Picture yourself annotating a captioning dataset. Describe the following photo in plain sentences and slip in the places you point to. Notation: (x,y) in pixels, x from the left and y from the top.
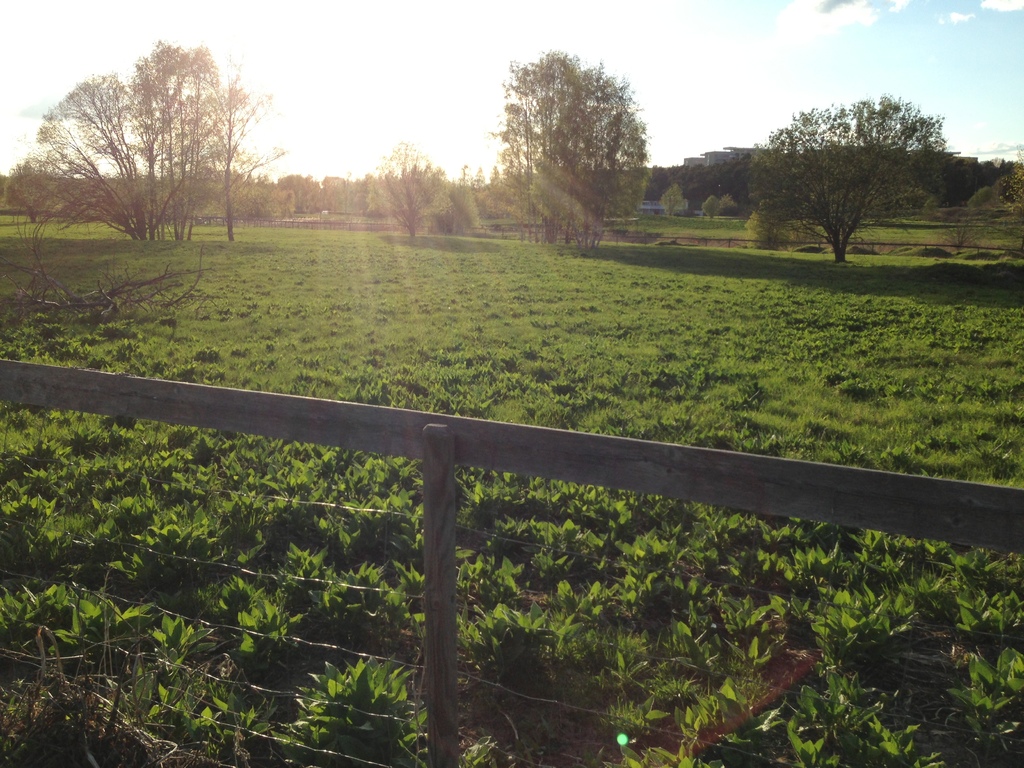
In this image there are plants (561,344) and grass (490,333) on the ground (469,346). In the foreground (592,475) there is the fencing (425,579). In the background (775,172) there are trees (724,182) and buildings (726,154). At the top (486,68) there is the sky (512,47).
